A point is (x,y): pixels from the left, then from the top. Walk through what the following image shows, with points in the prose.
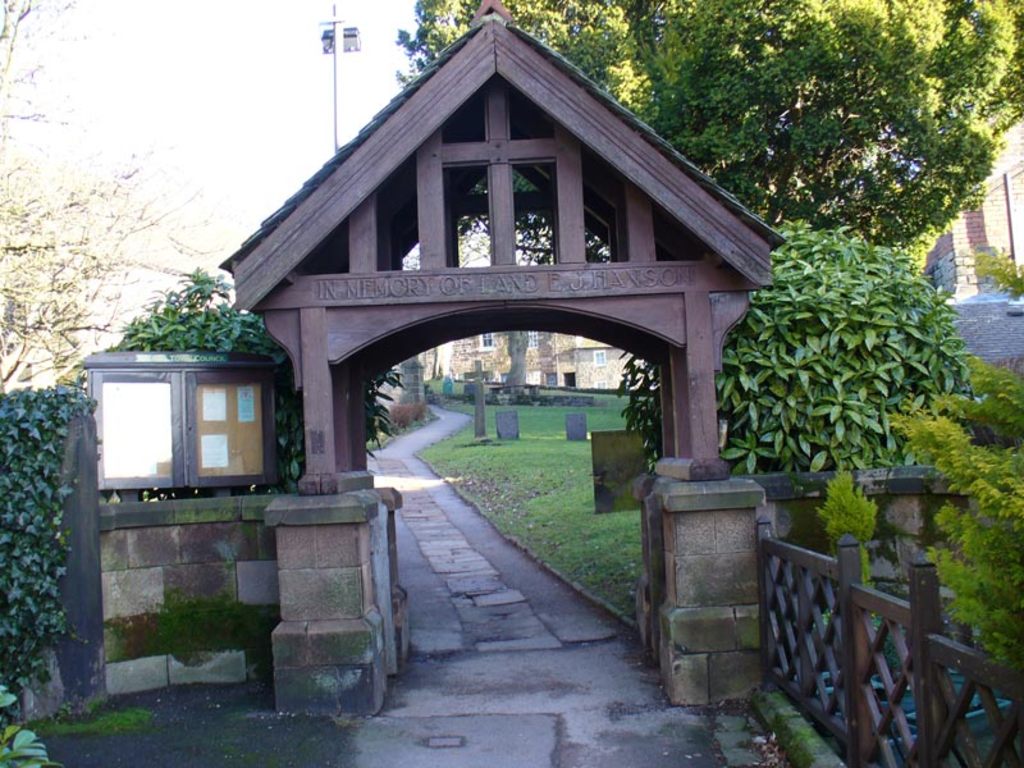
In this image we can see the entrance arch (683,643), wooden grills (771,620), creepers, plants (830,412), trees (632,107), grave stones (507,422), buildings (527,355) and sky (260,140).
